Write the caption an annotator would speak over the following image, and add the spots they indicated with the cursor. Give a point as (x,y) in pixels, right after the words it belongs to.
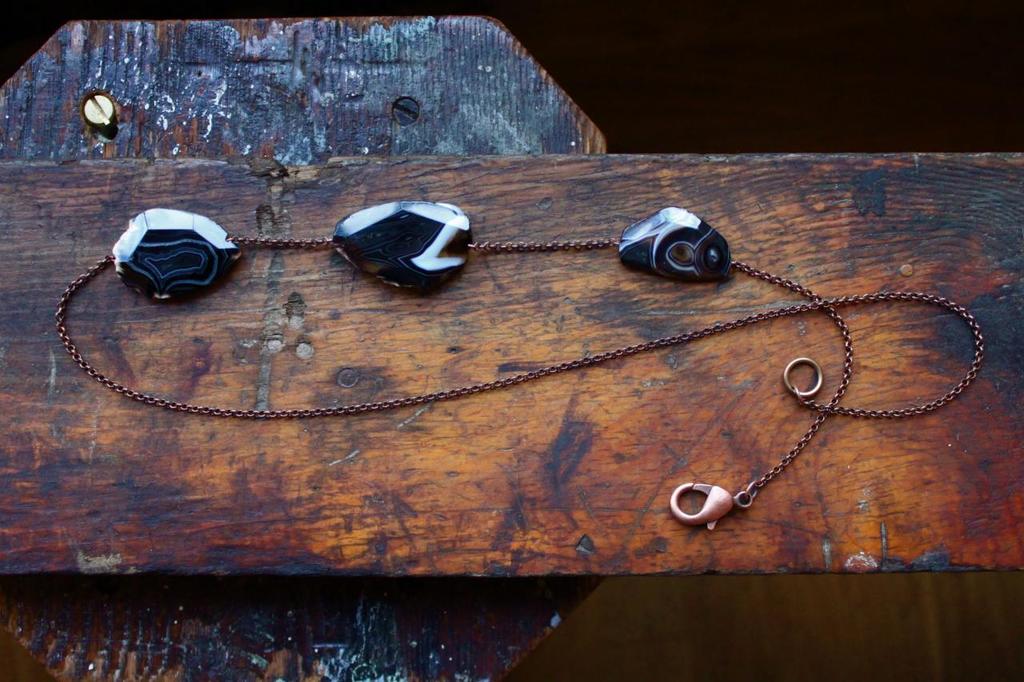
In this picture I can see a wooden object (559,350). On the wooden object (329,322) I can see a chain (582,364) and black color objects (445,268) on it. Here I can see a nail (101,112). The background of the image (817,91) is dark.
